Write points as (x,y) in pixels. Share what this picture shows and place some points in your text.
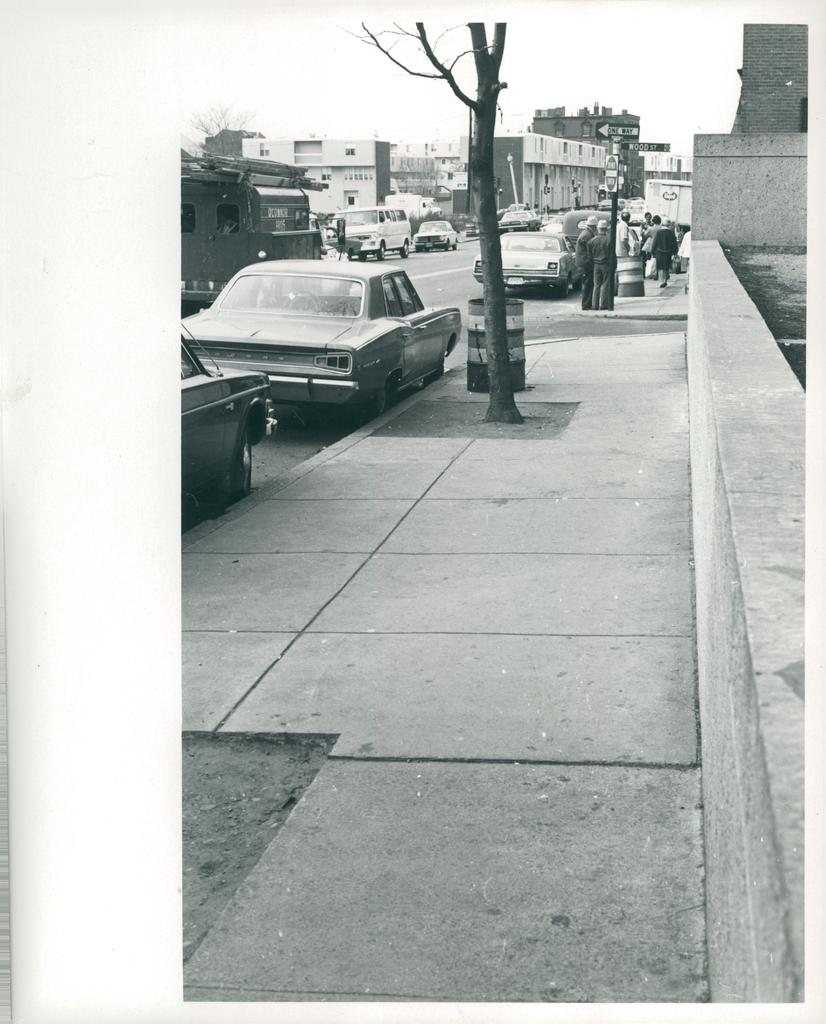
In this image we can see black and white picture of some vehicles (341,271) parked on the road (442,278), a container (481,308), tree (495,356), a group of people (595,272) standing on the ground (677,308) and buildings (579,150) with windows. At the top of the image (657,128) we can see the sky (331,131).
